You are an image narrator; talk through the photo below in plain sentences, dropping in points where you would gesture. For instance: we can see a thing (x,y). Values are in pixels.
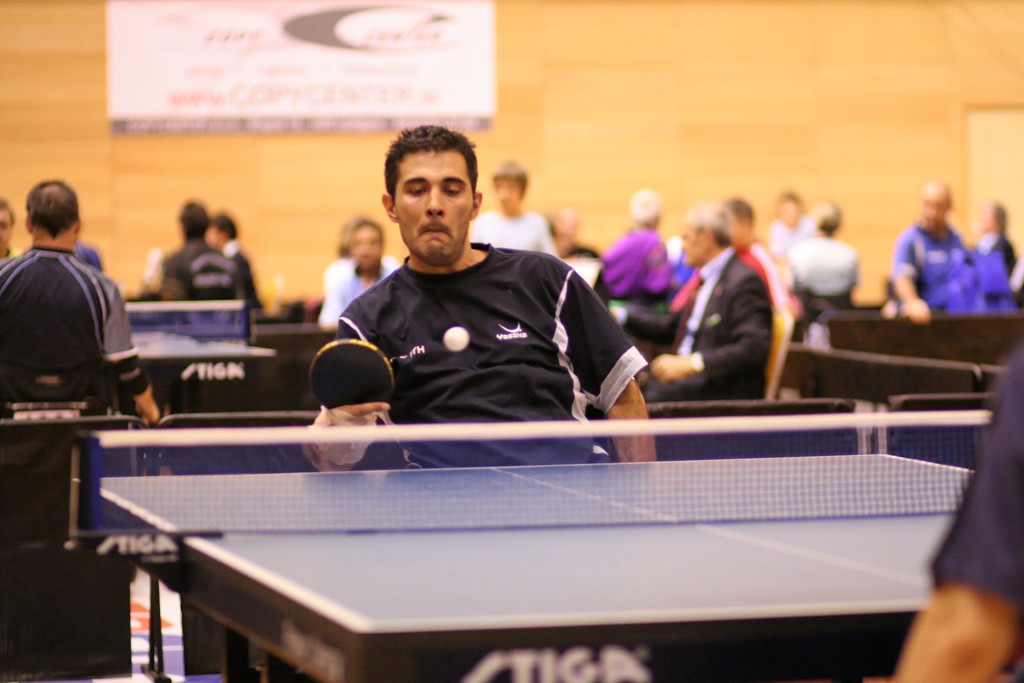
In this picture we can see all the players (78,287) playing table tennis. On the background (689,127) we can see a cream colour wall (632,120) and this is a flexi (241,83).
